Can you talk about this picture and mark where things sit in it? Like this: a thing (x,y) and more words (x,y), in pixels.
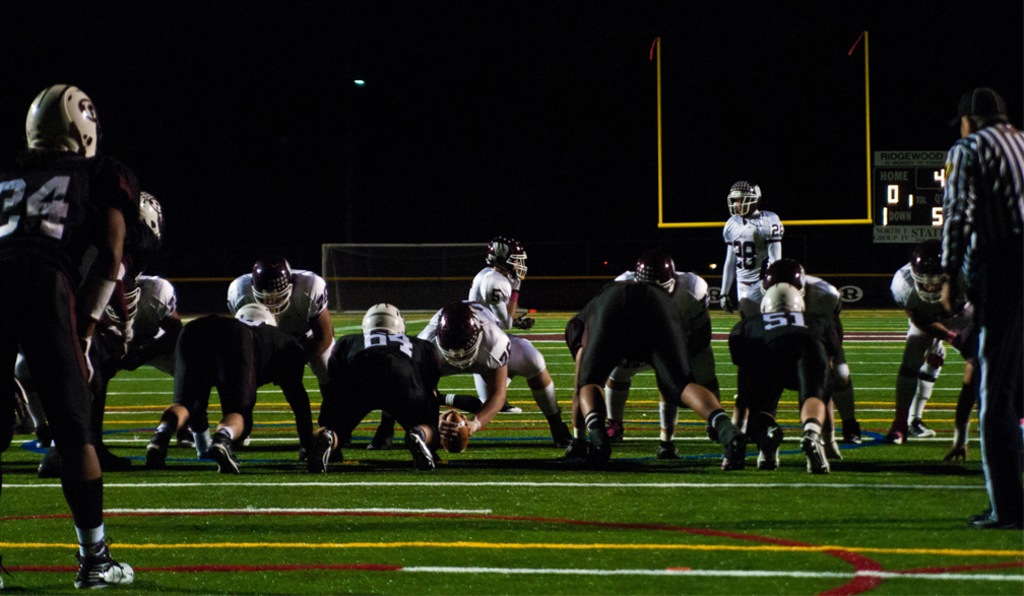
In the image we can see there are people (713,356) who are standing on the ground (631,405) and they are holding a rugby ball (460,432) which is in the between and there are people (753,252) on the other side standing on the ground (446,541) is covered with grass (649,452).
